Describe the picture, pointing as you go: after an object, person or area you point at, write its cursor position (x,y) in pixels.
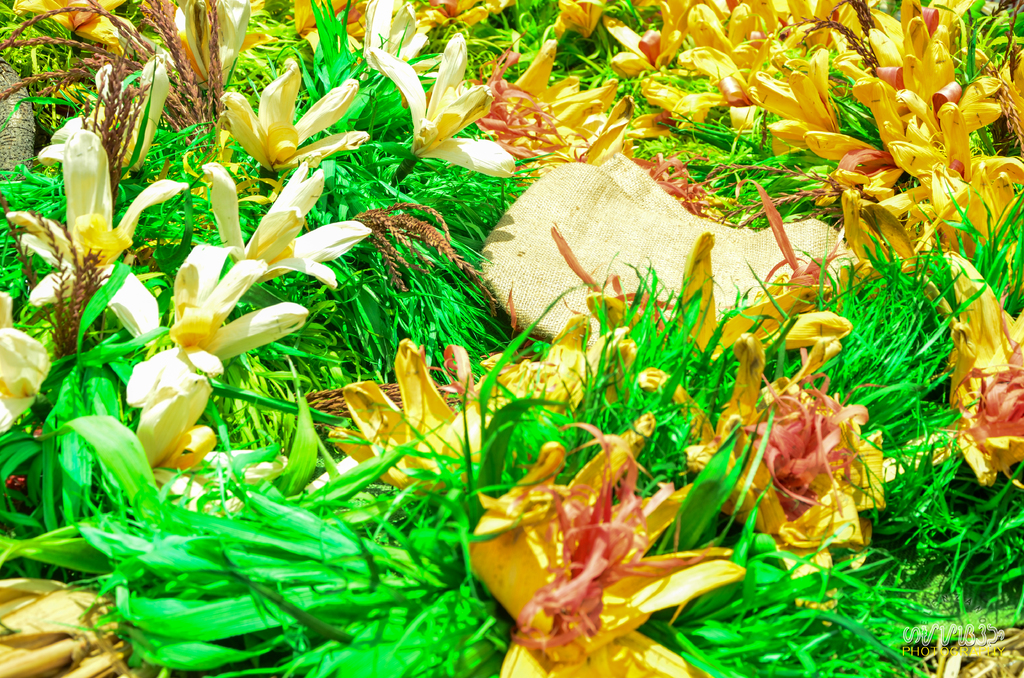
This image is taken outdoors. This image is an edited image. In this image there is a ground (853,608) with grass (304,505) on it and there are many flowers (626,528) which are yellow and white in colors. There is a jute bag (613,260) in the middle of the image (571,234).
